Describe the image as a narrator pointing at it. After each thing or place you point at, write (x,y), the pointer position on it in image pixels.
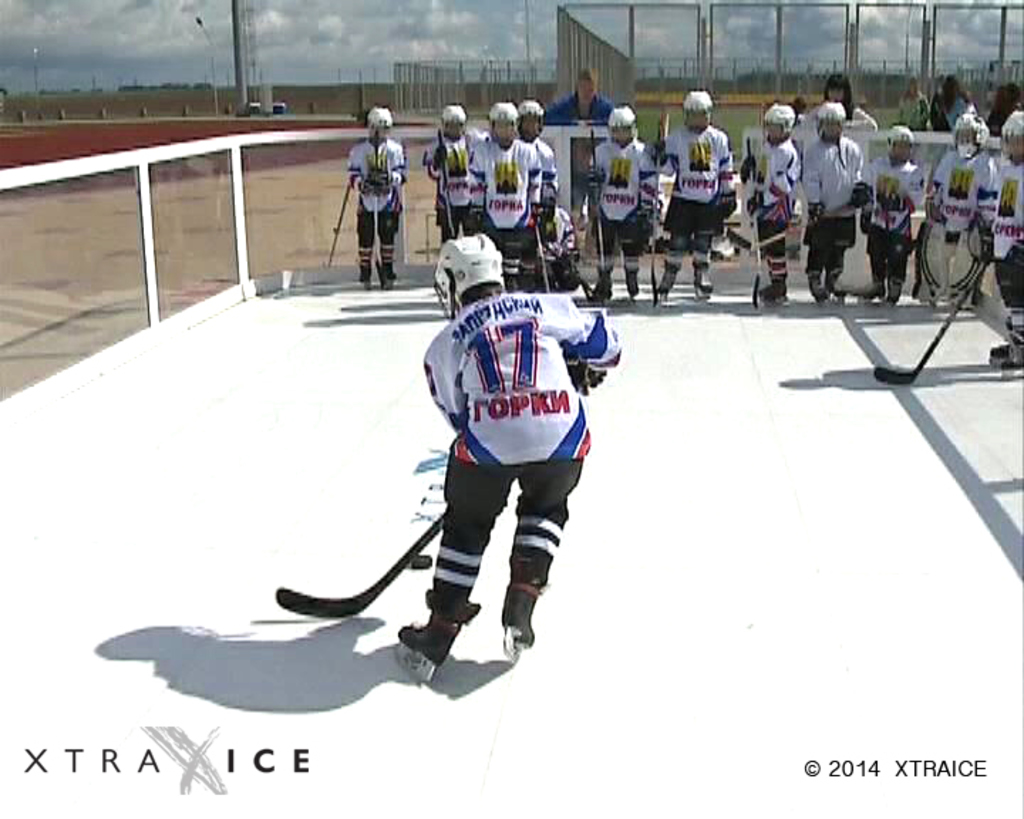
In this image I can see a group of people (641,197) are standing and are holding hockey sticks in their hand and one person (546,479) is playing a hockey on the ground (643,719) and text (182,793). In the background (923,133) I can see a fence (311,207), street lights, trees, building (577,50) and the sky (541,45). This image is taken may be during a day.
